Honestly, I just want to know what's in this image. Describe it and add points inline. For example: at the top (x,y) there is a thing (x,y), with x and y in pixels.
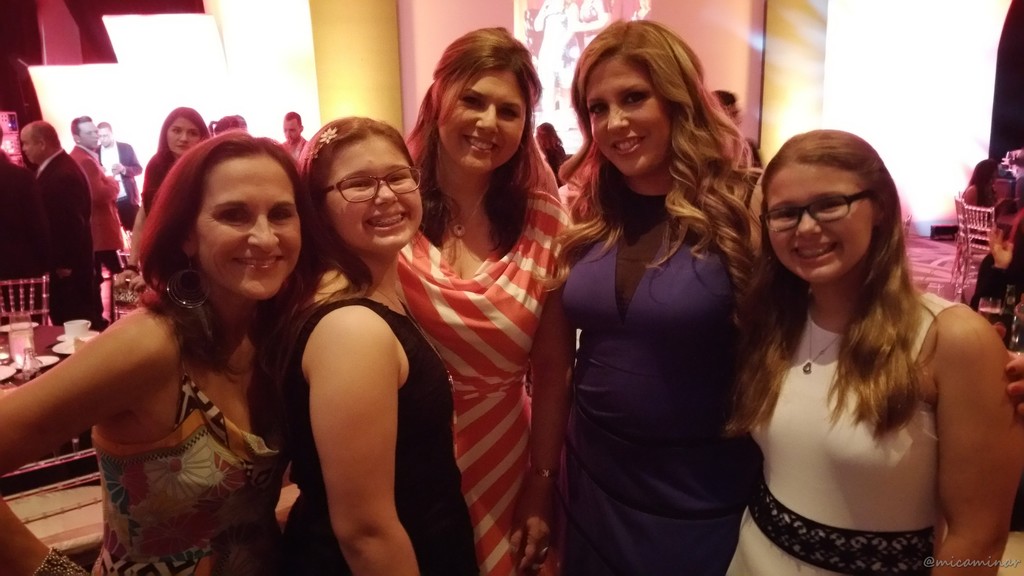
In this picture I can see few people (444,250) are standing and I can see smile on their faces (295,223) and couple of them wore spectacles (848,205) and I can see few people (173,131) standing on the back (204,137) and I can see chairs (46,308) and a table (45,339) with tea cups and glasses (26,323) on it and few of them seated on the right side (989,194) and looks like a projector screen (952,130) on the back (63,71).
